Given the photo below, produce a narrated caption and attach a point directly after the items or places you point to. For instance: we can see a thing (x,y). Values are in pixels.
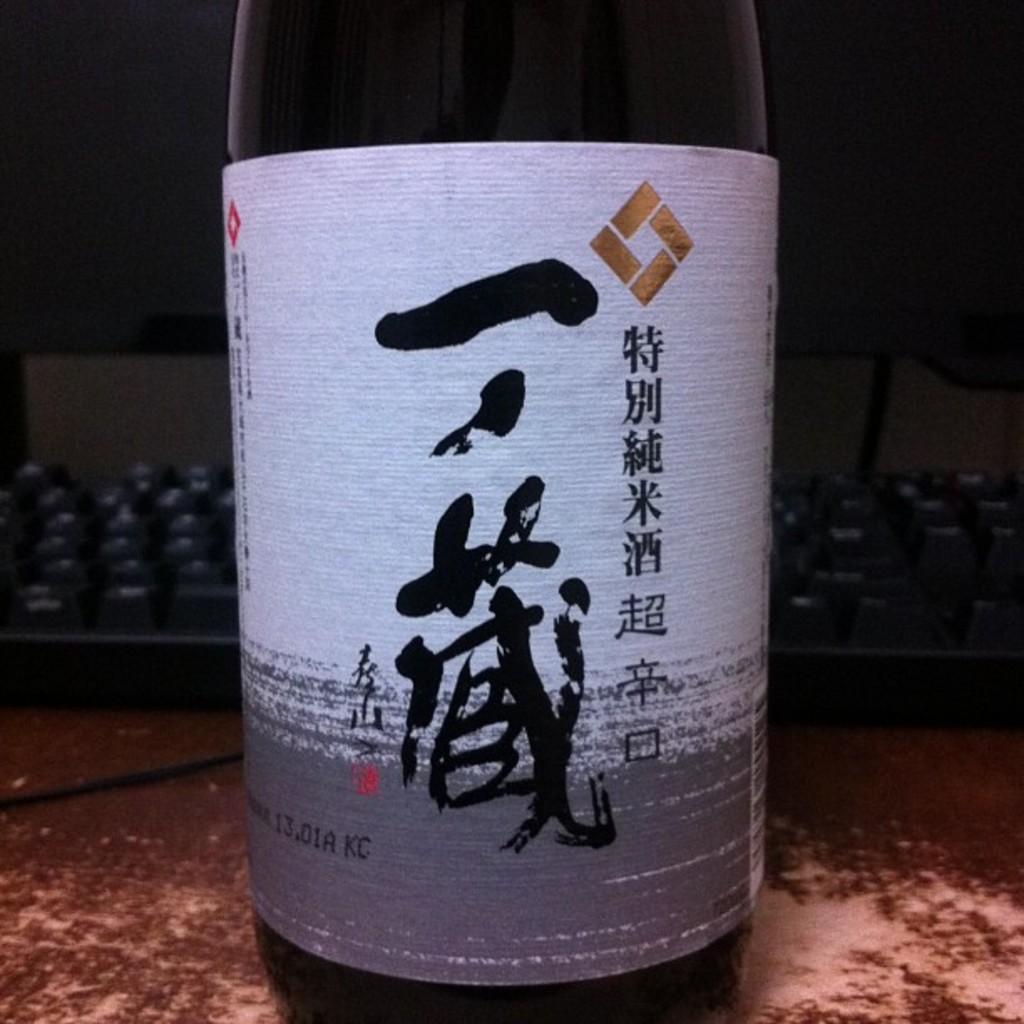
In this image we can see a beverage bottle (574,558), keyboard (158,501) and desktop (173,309) on the table (765,888).
